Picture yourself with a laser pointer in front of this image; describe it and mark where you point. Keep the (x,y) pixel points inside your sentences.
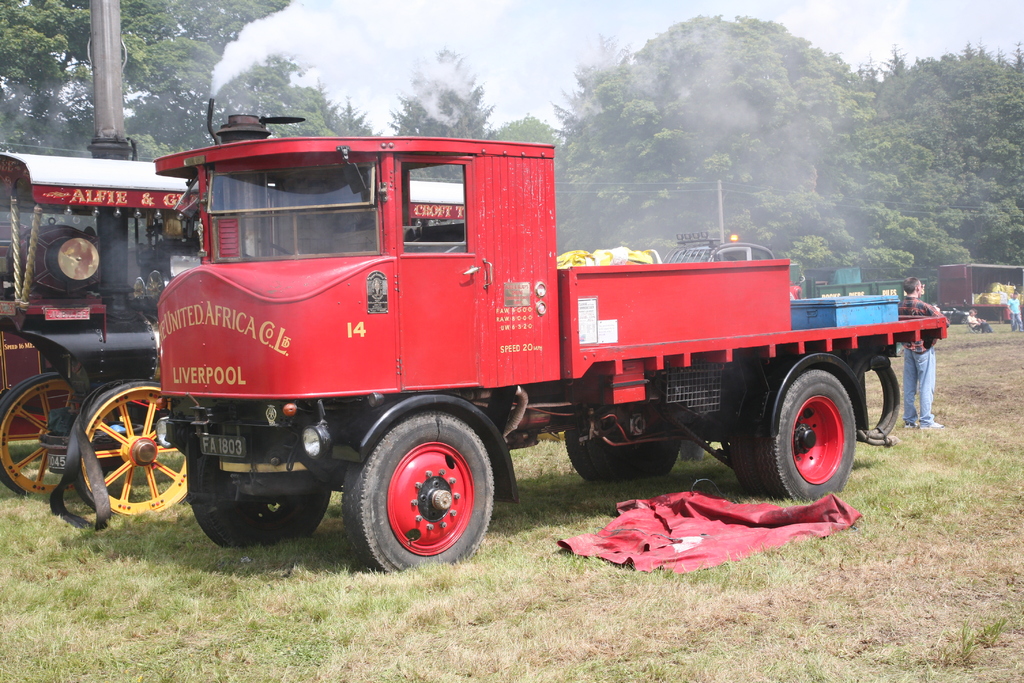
In the image we can see there are vehicles (161,293) and these are the tires (424,467) of the vehicle (578,425). There are even people (920,349) standing, wearing clothes (924,405). There are many trees (839,128) and grass (914,589). We can see there is an electric pole (719,214) and these are the electric wires (666,182). We can see even cloudy pale blue sky (381,39).
